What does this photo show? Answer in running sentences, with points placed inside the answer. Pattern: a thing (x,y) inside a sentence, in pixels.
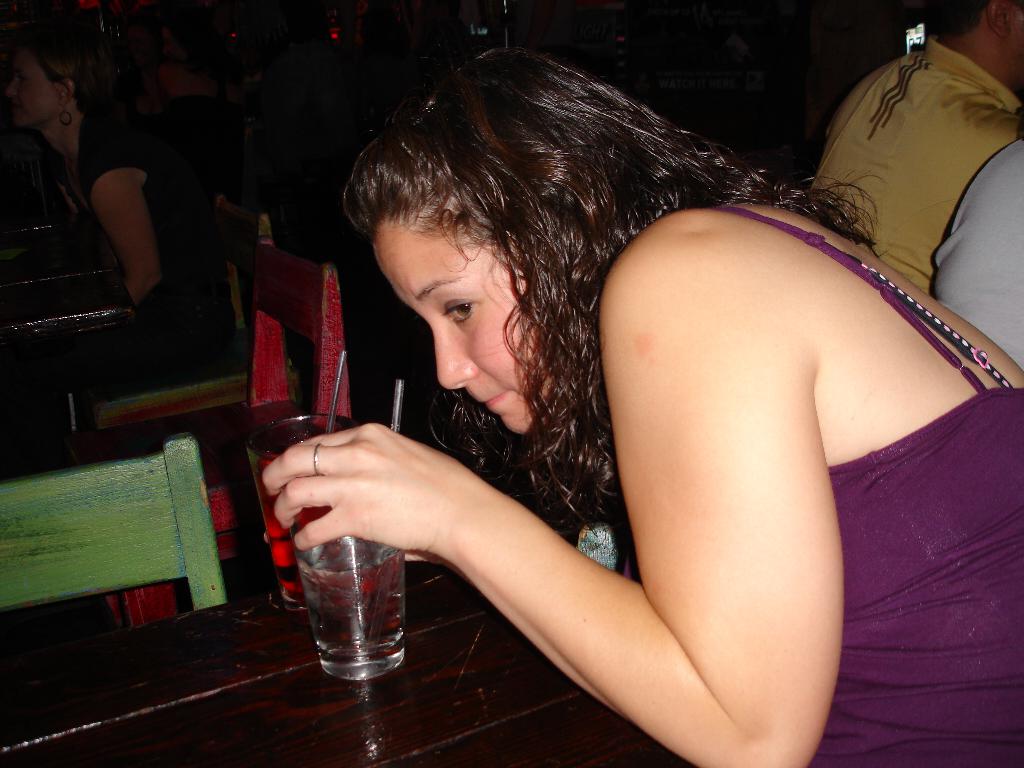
In front of the image there is a woman (520,534) holding a glass (356,552) in her hand (356,521), in front of the woman (278,462) there is another glass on the table (227,669), beside the table (235,667) there are empty chairs (102,501) and there are a few people (163,208) sitting on chairs (214,381), behind the woman (421,113) there is another person (899,132).
